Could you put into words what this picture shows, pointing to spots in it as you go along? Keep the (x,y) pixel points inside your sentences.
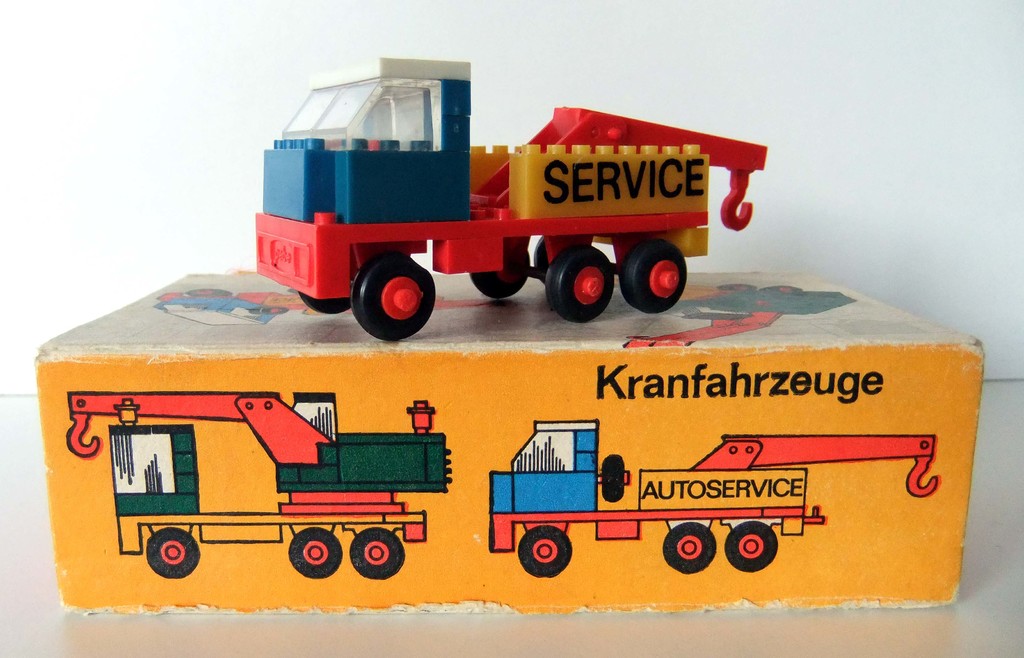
At the bottom of the image (437,569), there is a cardboard box (425,398) with images (764,445) and text (600,390) on it. There is a toy vehicle (336,227) on the cardboard box (623,408).
